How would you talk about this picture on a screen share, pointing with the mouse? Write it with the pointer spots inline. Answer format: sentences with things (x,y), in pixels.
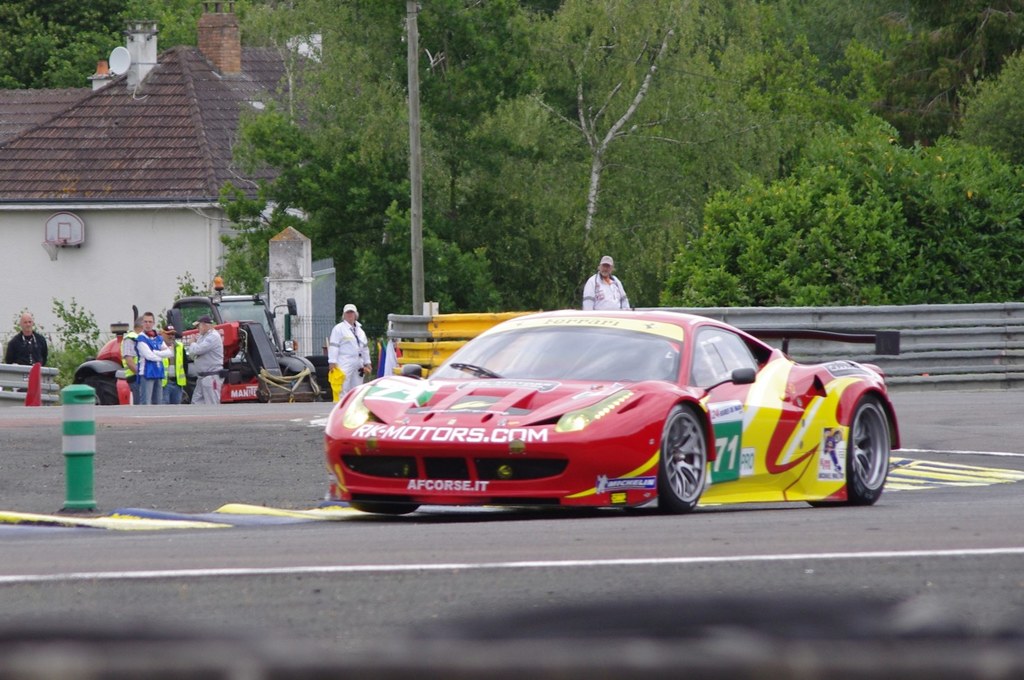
In this image we can see a car (504,420) and a pole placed on the road (392,514). On the backside (417,240) we can see a vehicle (236,377), fence (398,331), pole (416,234) and a group of people (199,372) standing. We can also see a group of trees (534,112).
